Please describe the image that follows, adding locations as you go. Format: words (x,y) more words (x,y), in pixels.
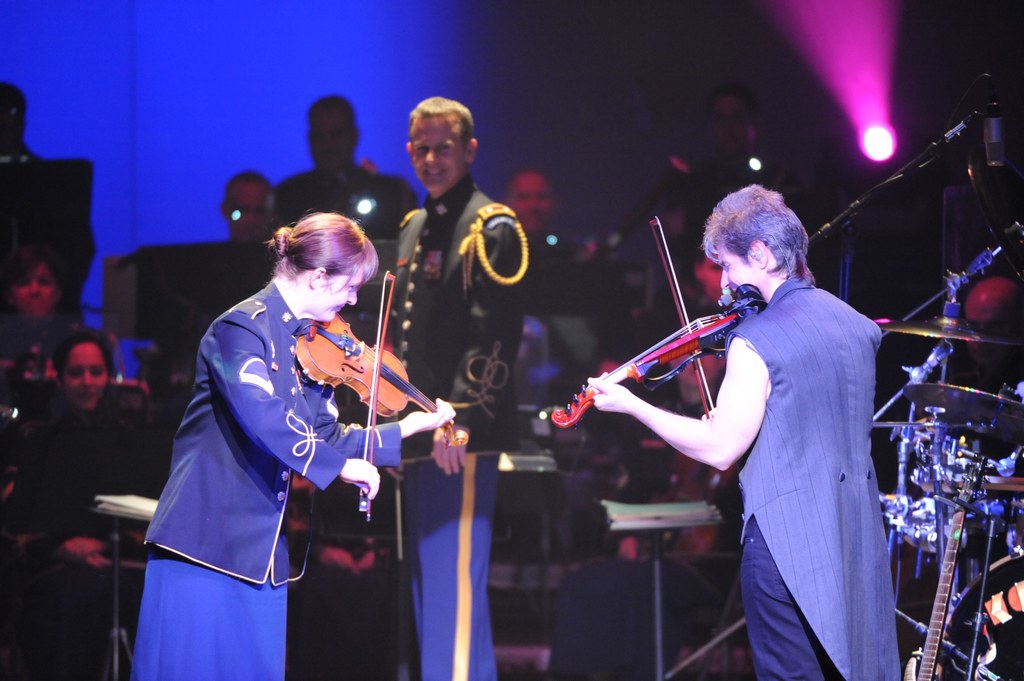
This is a picture taken on a stage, there are two persons (688,434) playing the violin (649,370). Behind the people (271,388) there are group of people (105,353) sitting and playing some music items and a man (467,301) in black jacket (445,300) holding a stick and standing on a stage (501,627). Background of these people (257,310) is a wall (617,126) with lights (869,144).
